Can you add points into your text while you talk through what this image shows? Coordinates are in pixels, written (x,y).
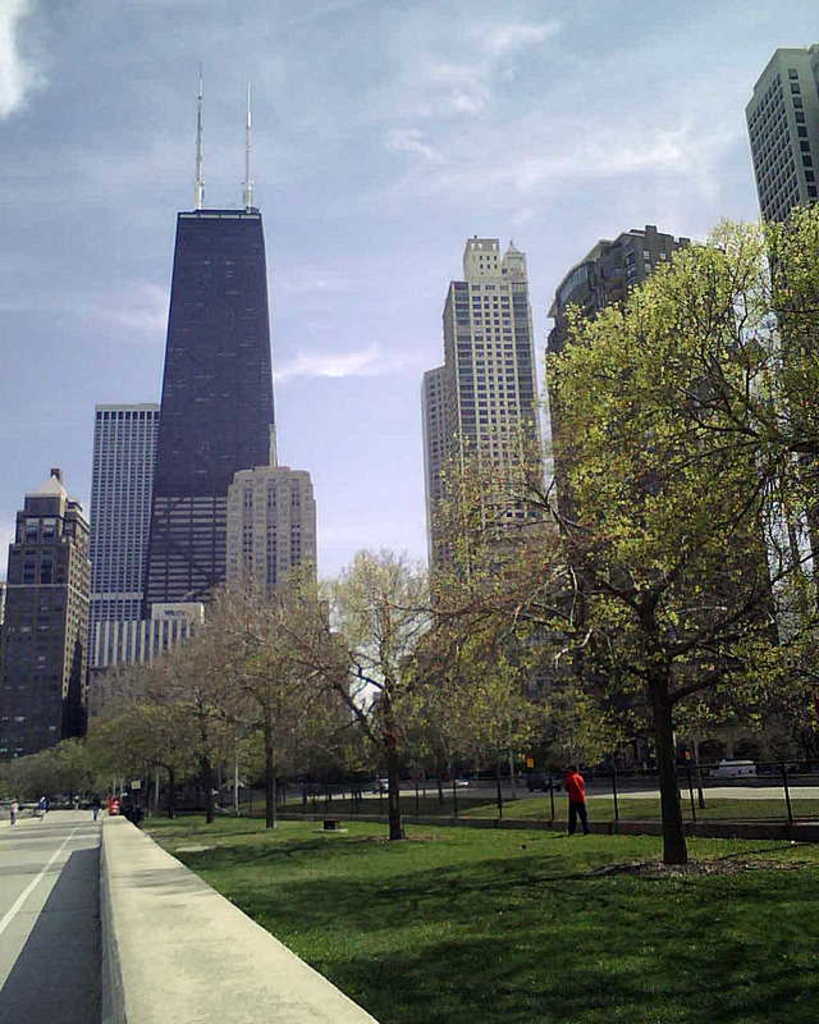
In the foreground of this image (394,953), at the bottom (48,968), there is the road (52,912) and the grassland (511,913). In the middle (475,670), there are trees (185,707) and a man (574,785) walking on the grassland (559,840). In the background (482,411), there are buildings (160,443), sky (374,128) and the cloud (432,85).
